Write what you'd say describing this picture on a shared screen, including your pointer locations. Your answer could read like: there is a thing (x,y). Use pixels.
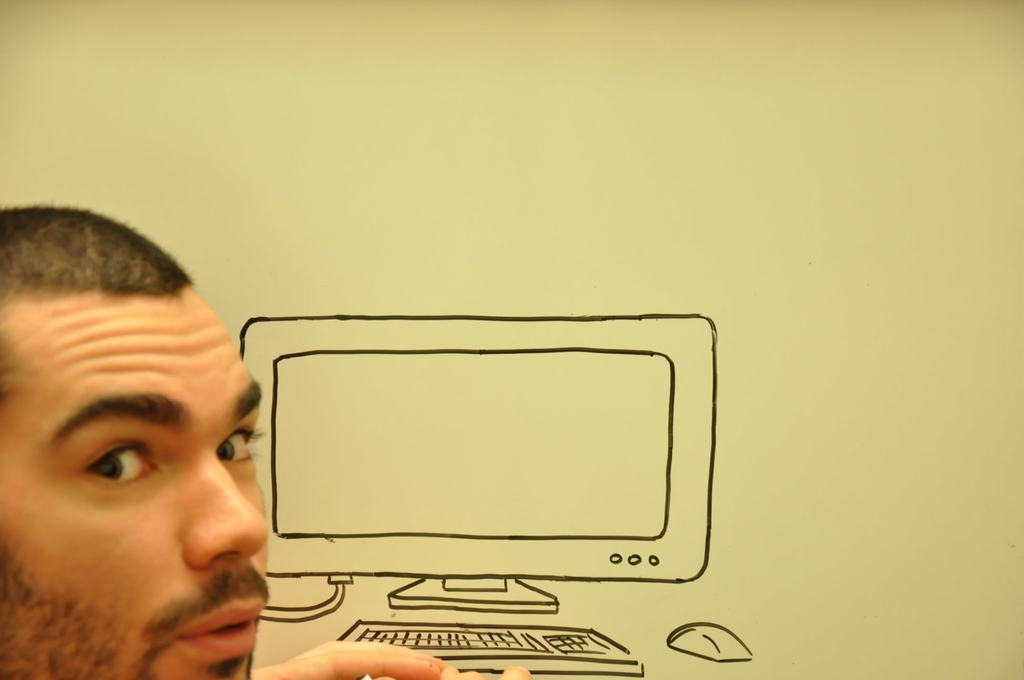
In this image I can see the person (163,456). In-front of the person (126,536) I can see the drawing (446,438) of the computer (430,361) on the wall (386,205).
